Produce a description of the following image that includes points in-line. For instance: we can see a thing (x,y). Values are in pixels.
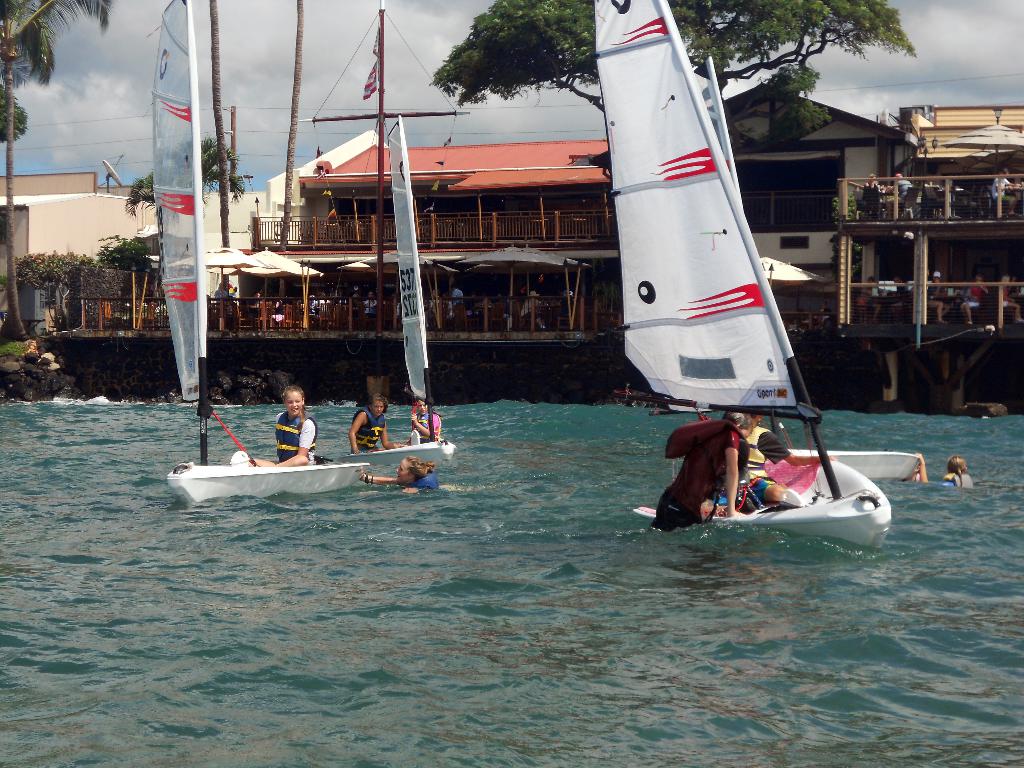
In this picture we can see some small boats (293,489) in the water (349,564). Behind there is a wooden shed house (504,316) and tree (557,57).
